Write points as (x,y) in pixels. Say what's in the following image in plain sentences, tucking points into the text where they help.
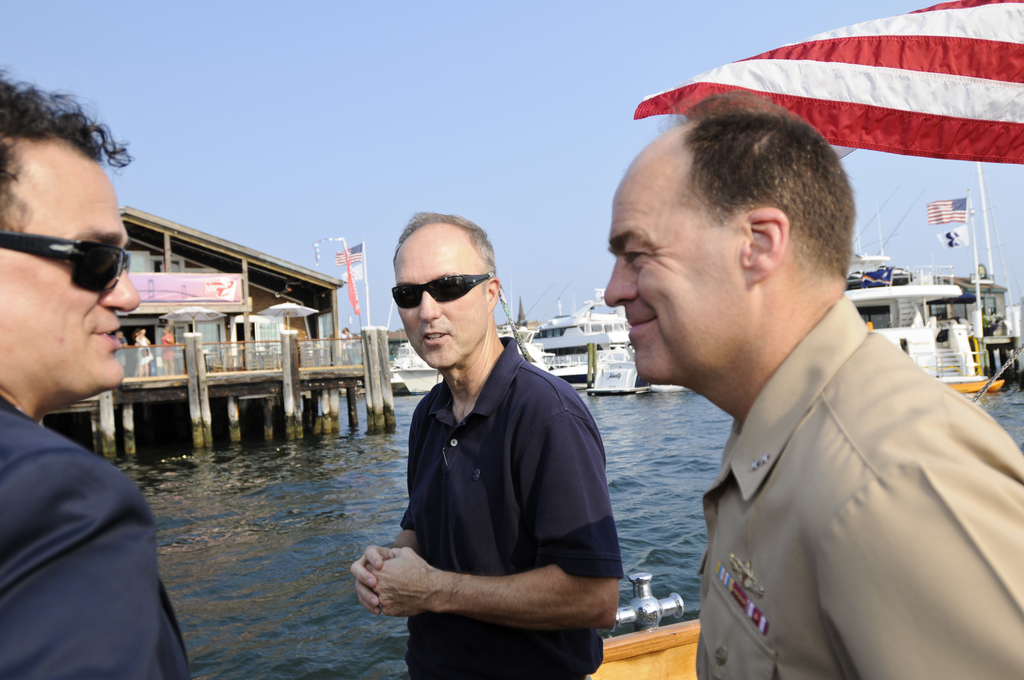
In this image, we can see a few people (816,541) standing. We can also see some ships (612,341) and houses (268,268), sailing on the water (288,586). We can see some flags (354,270). We can also see the sky (467,208).
